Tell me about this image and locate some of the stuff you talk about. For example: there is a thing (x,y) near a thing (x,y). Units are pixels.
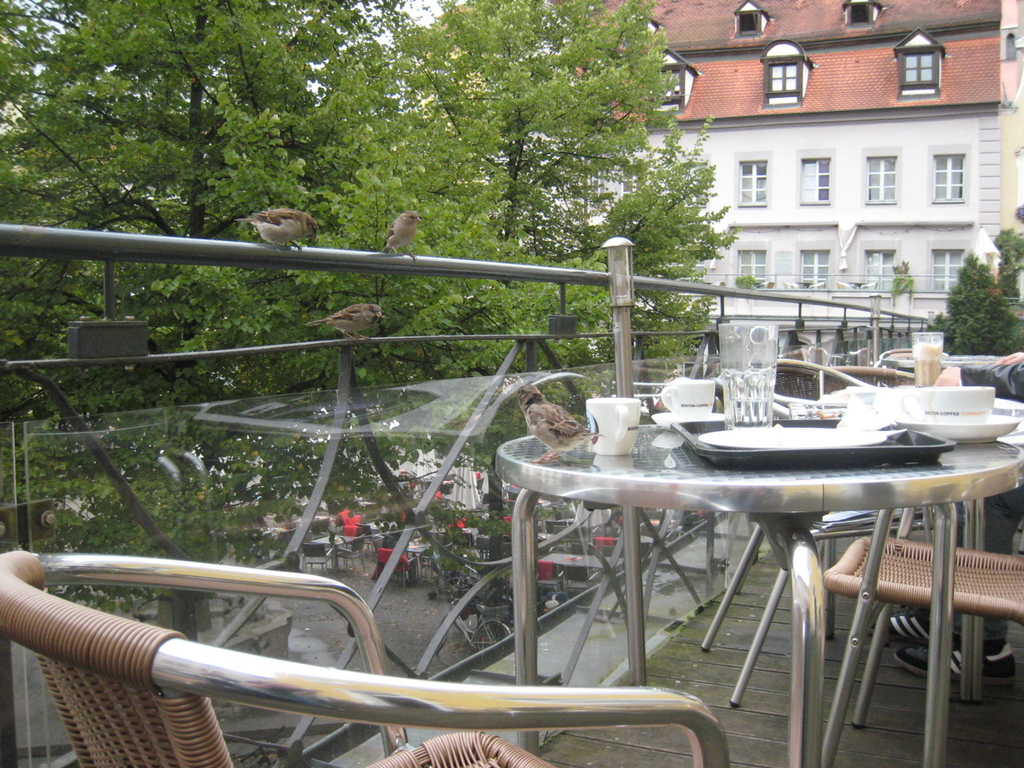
In this picture there is a table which has few cups (613,444), a bird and a glass (740,423) on it and there are few chairs (820,542) beside it and there is a fence (364,405) in the left corner (284,452) which has few birds (352,307) on it and there are trees (455,87) and a building (824,90) in the background (694,121).
